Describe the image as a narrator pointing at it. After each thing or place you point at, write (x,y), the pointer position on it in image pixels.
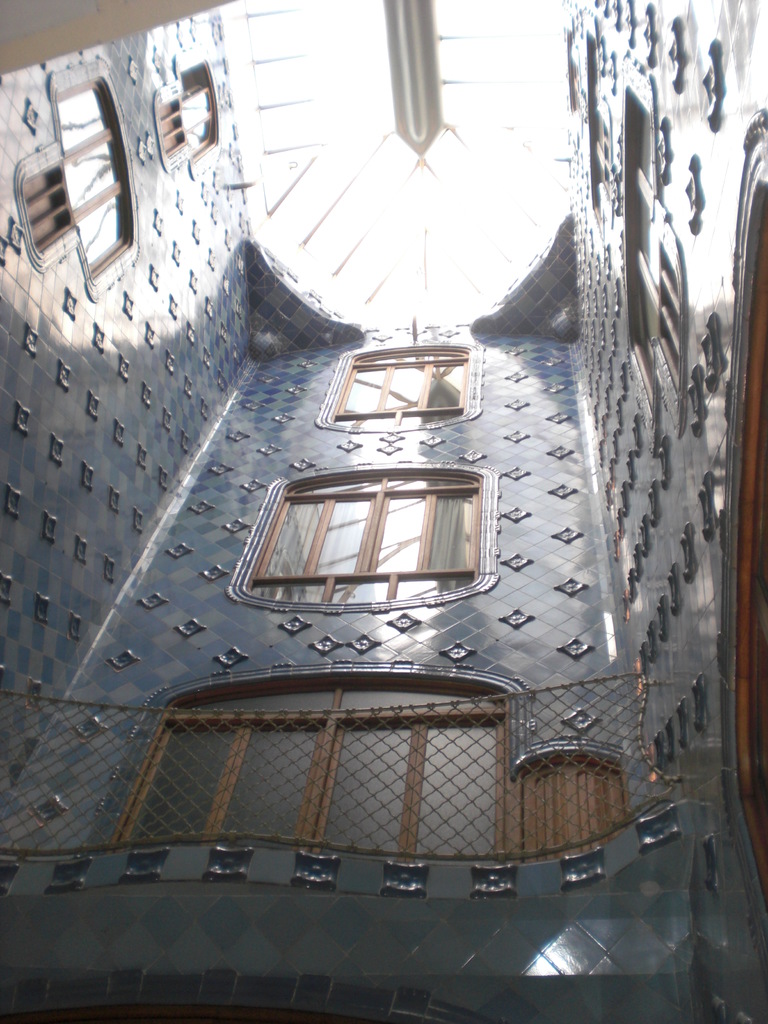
In this picture I can see the inside view of a building (384,395), there are windows (383,590) and there is fence (468,728).
